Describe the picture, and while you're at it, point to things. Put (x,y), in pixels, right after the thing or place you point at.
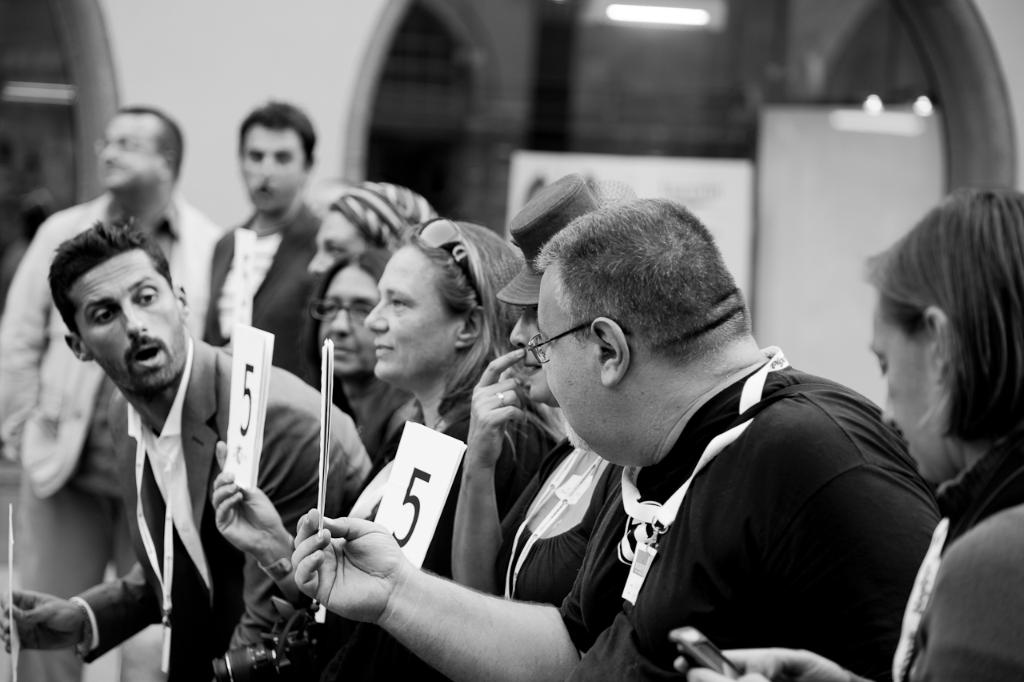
As we can see in the image there are group of people (662,250) standing here and there. Few of them are holding cards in their hands (247,528). In the background (284,29) there is a house (622,94).
